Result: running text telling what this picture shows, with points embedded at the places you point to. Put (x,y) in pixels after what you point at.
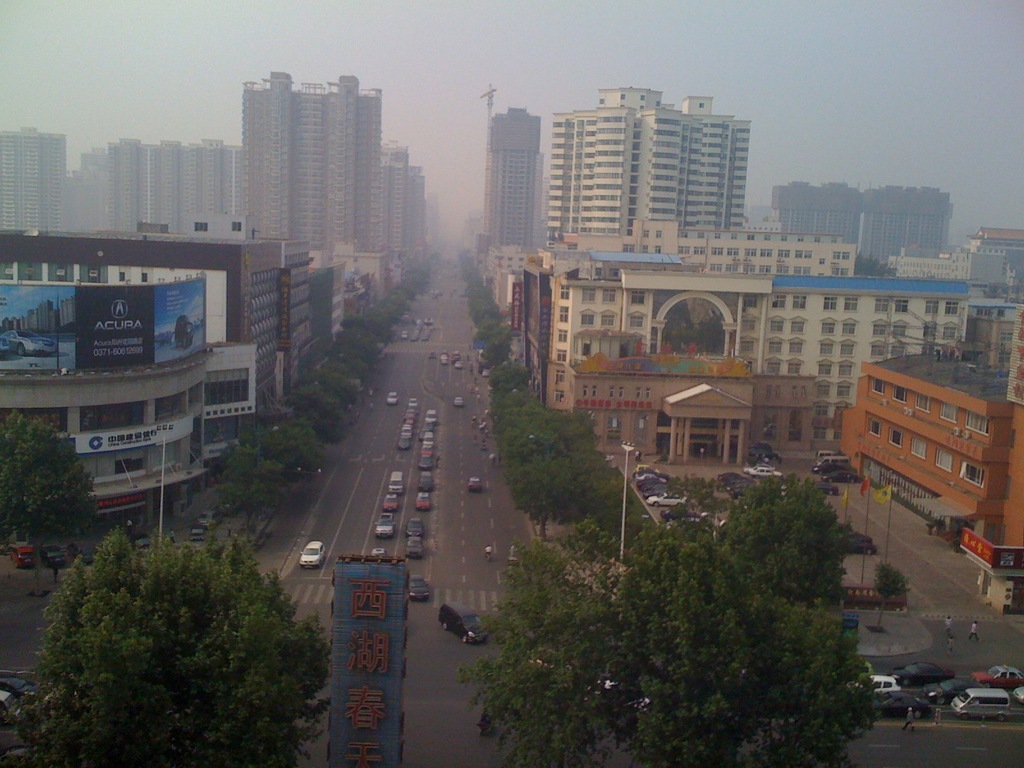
This image is clicked from top view. In which we can see a road (440,664). On the left (146,311) and right, there are buildings (666,352). At the bottom (534,714), there are trees (221,717). And we can see many vehicles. At the top (346,39), there is sky (40,67). And we can see few people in this image.
